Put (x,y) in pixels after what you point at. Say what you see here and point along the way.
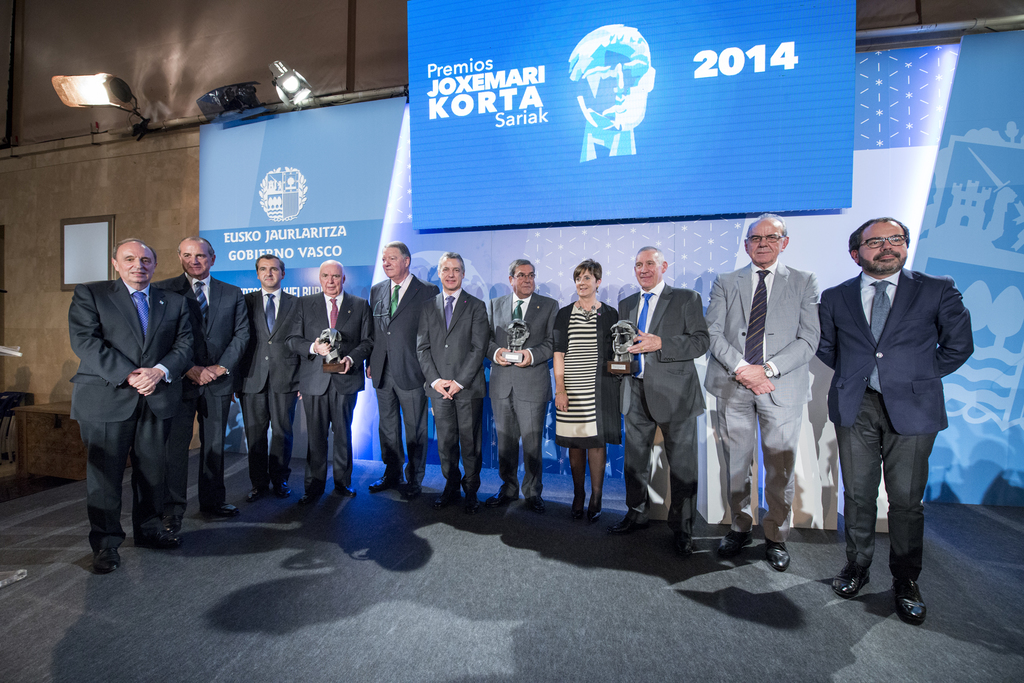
In this image we can see group of persons (559,440) standing wearing suits (355,385) some are holding awards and at the background of the image (578,240) there is blue color sheet (551,195), lights (139,116) and wall (129,186).
